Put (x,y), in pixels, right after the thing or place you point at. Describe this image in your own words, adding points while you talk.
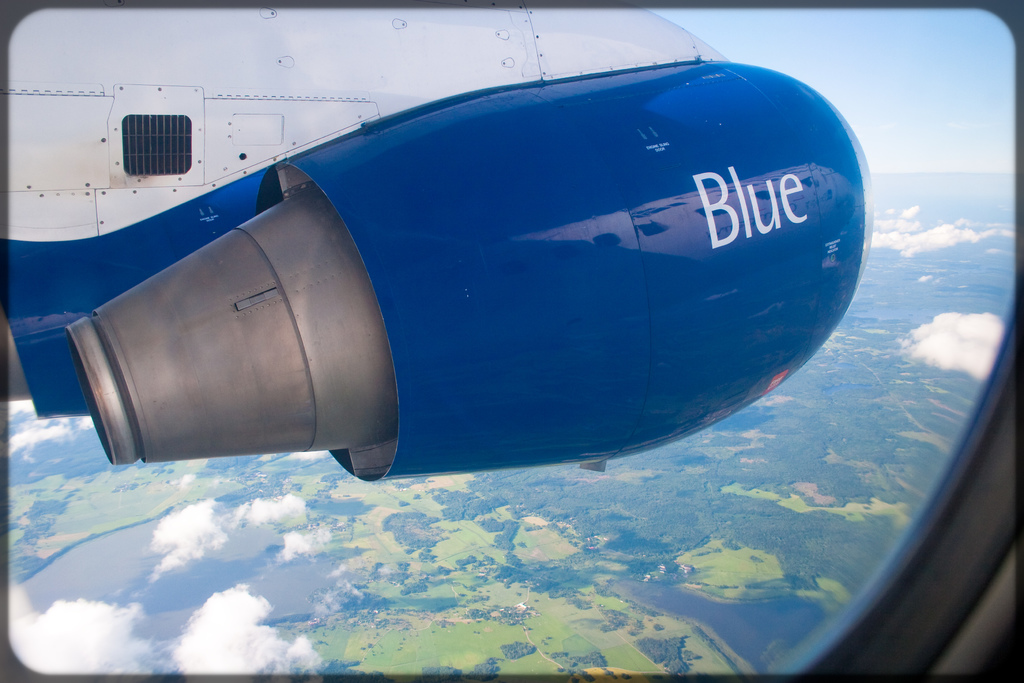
The image is captured from a plane (436,144) and behind the window (697,447) of the plane (767,386), there is a part of a plane (327,292) and beautiful greenery (506,553) and clouds (252,616) are also visible.
